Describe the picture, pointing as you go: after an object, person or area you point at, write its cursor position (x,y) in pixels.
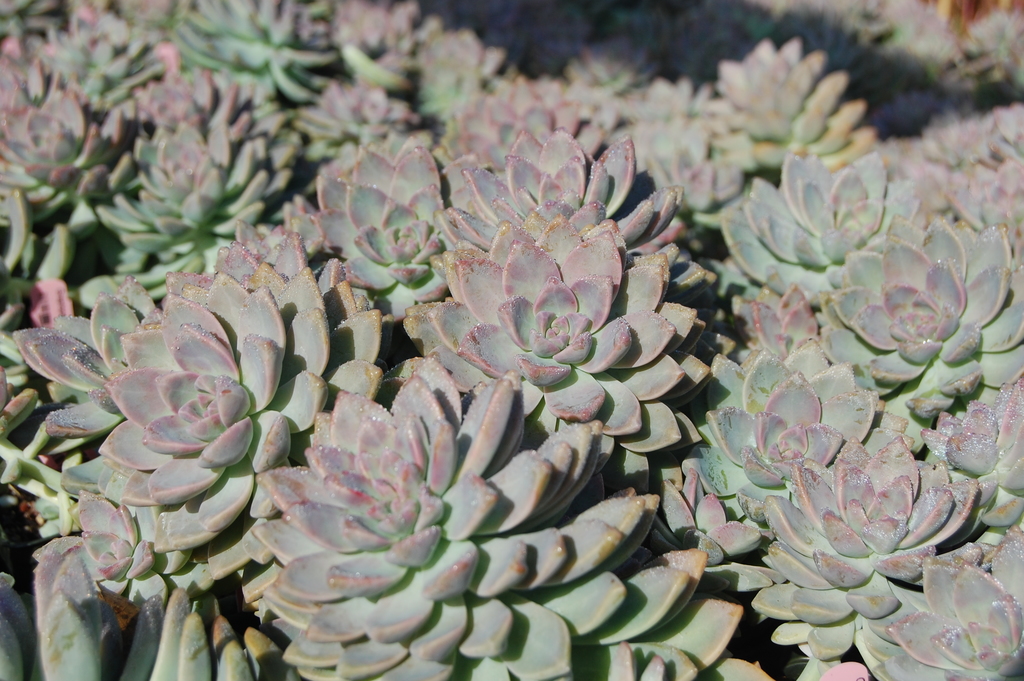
In this image, we can see some small plants (551,221).
